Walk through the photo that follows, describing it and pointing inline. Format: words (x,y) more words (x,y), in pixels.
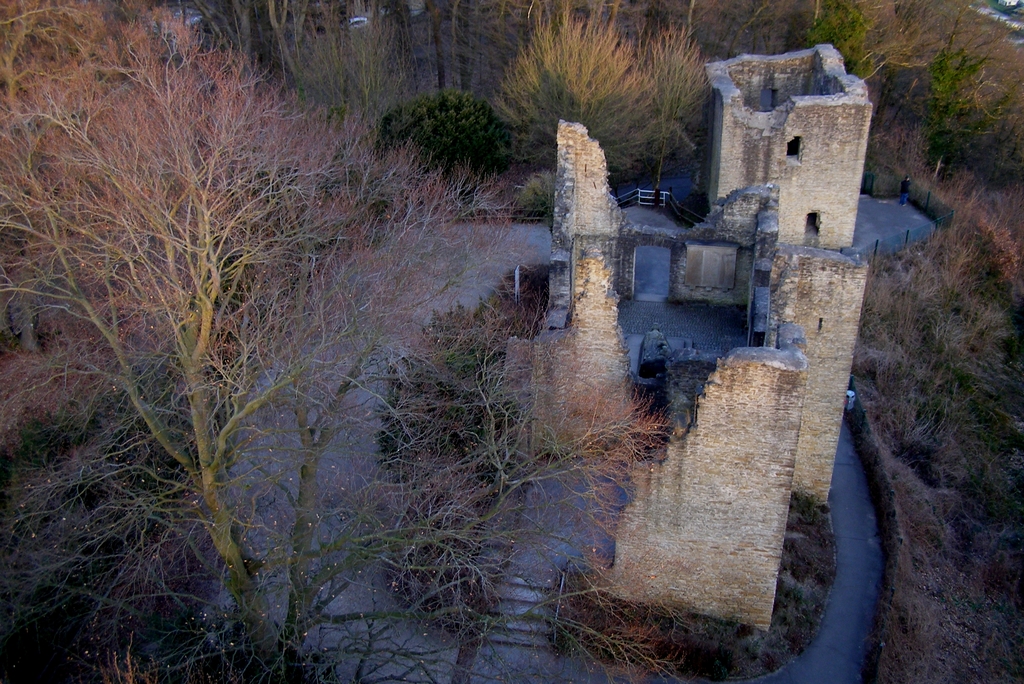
In this image we can see a building (843,194), around it there are so many plants (491,314) and trees (446,508).
